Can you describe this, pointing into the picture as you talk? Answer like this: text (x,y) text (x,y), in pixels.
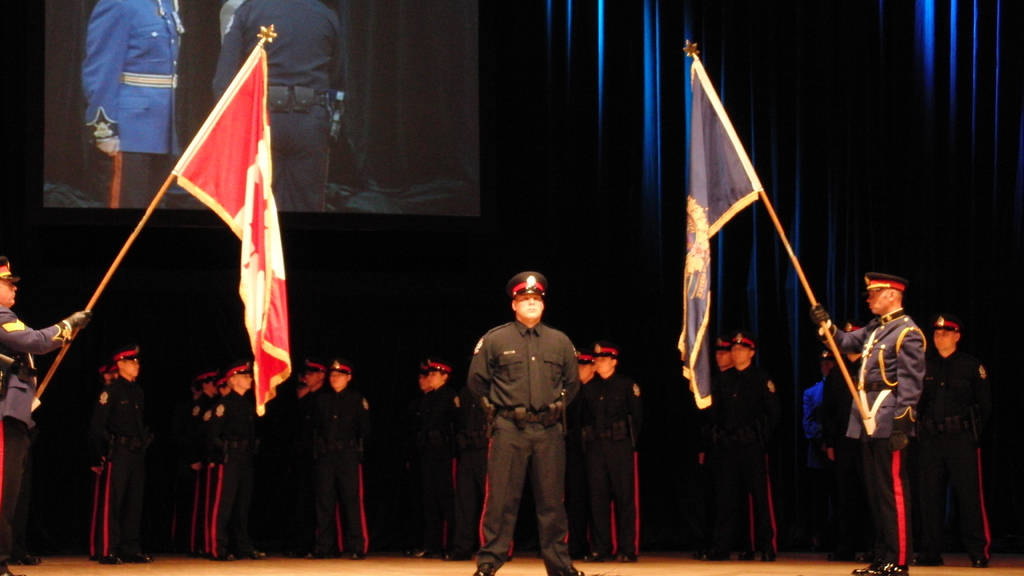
In this picture we can see two people (1,440) holding flags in their hand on the right (919,328) and left side of the image (8,454). We can see a person (493,523) standing on the floor (360,568). There are a few people (125,469) standing at the back (115,420). We can see a screen (135,184) and a curtain (616,81) in the background (889,201).
